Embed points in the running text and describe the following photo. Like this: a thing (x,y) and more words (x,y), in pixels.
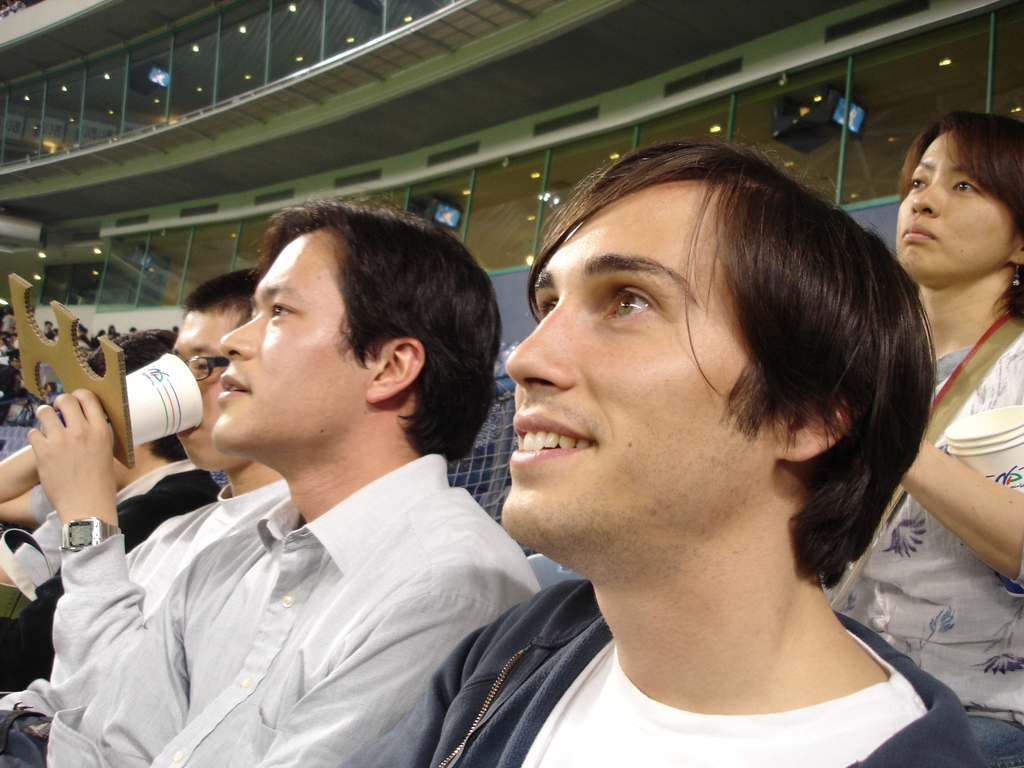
In this image there are people (544,608) sitting on chairs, on the right side (967,666) there is a woman (1001,531) standing, in the background (834,109) there are glass windows (875,80).
